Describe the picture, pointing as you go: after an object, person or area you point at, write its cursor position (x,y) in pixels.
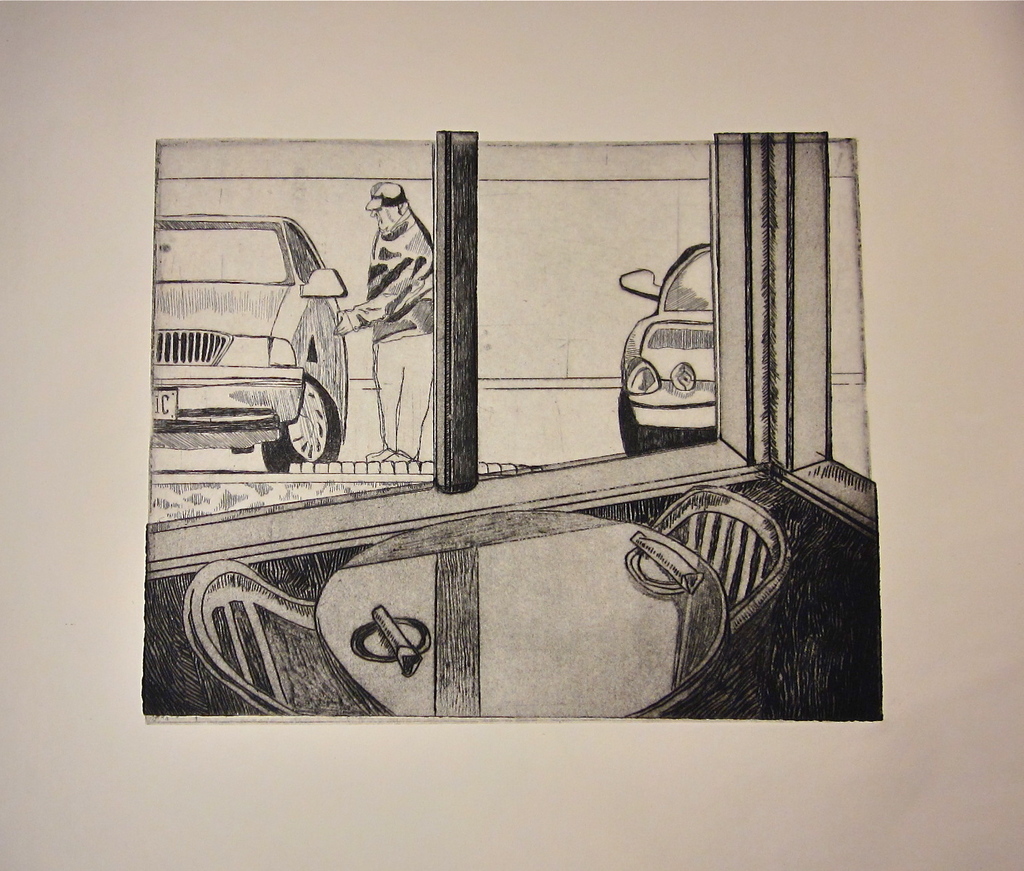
In the center of the image (512,364) we can see drawing (460,523). In the background (378,430) we can see person (378,376), cars (255,419), window (485,392), table (533,542), chairs (773,548).
